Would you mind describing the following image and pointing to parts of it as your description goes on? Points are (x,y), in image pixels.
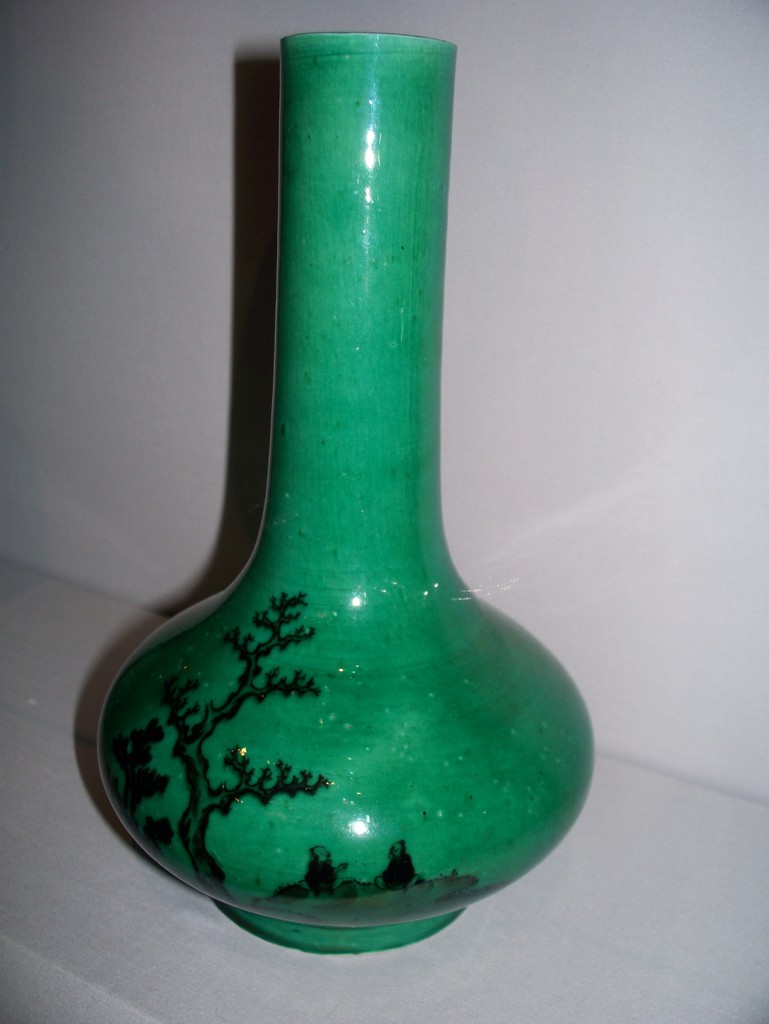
In this picture we can see design (200,835) on green vase (418,775) on the platform (141,953). In the background of the image (657,290) we can see wall (569,339).
